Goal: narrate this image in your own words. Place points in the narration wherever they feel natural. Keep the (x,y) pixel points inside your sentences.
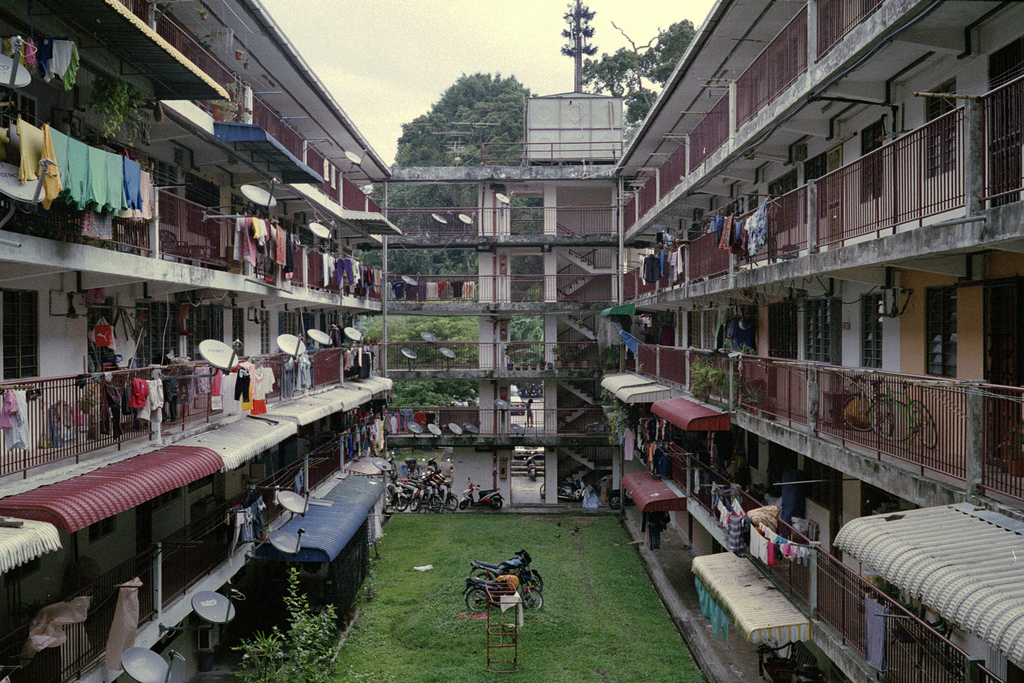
We can see grass (462,575), stand (500,592), bikes (415,484), vehicles (502,571), plants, railings (749,379), clothes (284,364), dish antenna (219,359), building (279,276). In the background (531,65) we can see current pole (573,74), trees (435,161) and sky (370,34).
